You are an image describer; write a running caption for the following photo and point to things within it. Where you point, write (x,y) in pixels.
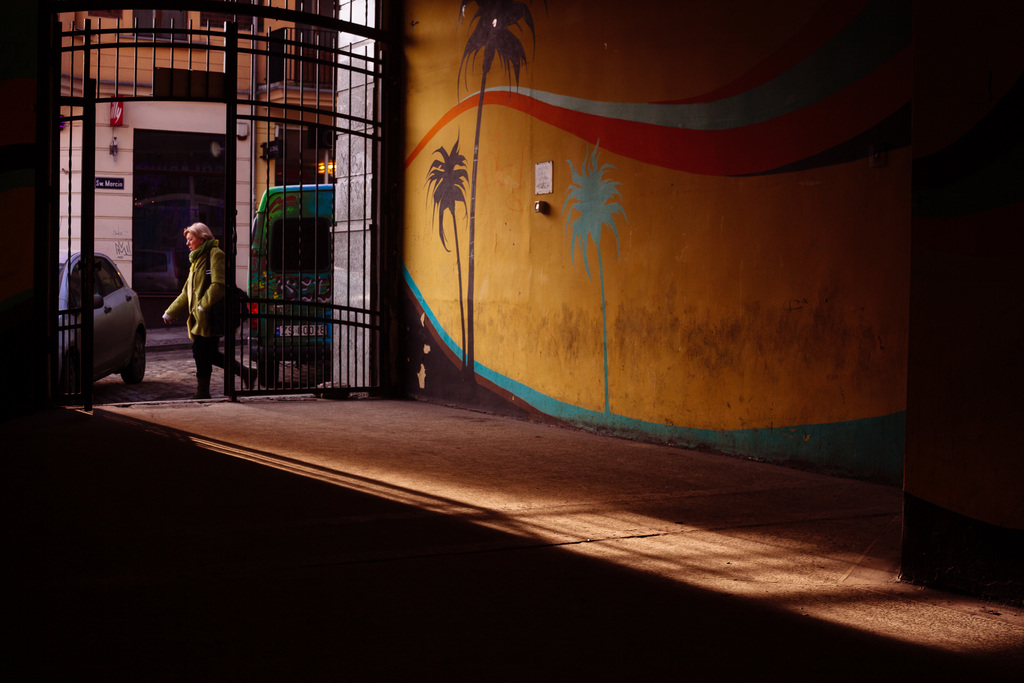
In this image, we can see a person (211,357) wearing a coat (197,286), bag (219,322) and walking on the road (167,366) and we can see a light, vehicles (309,236), grilles (232,133) and buildings (279,111) and there is a painting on the wall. At the bottom (623,470), there is a floor (525,455).
